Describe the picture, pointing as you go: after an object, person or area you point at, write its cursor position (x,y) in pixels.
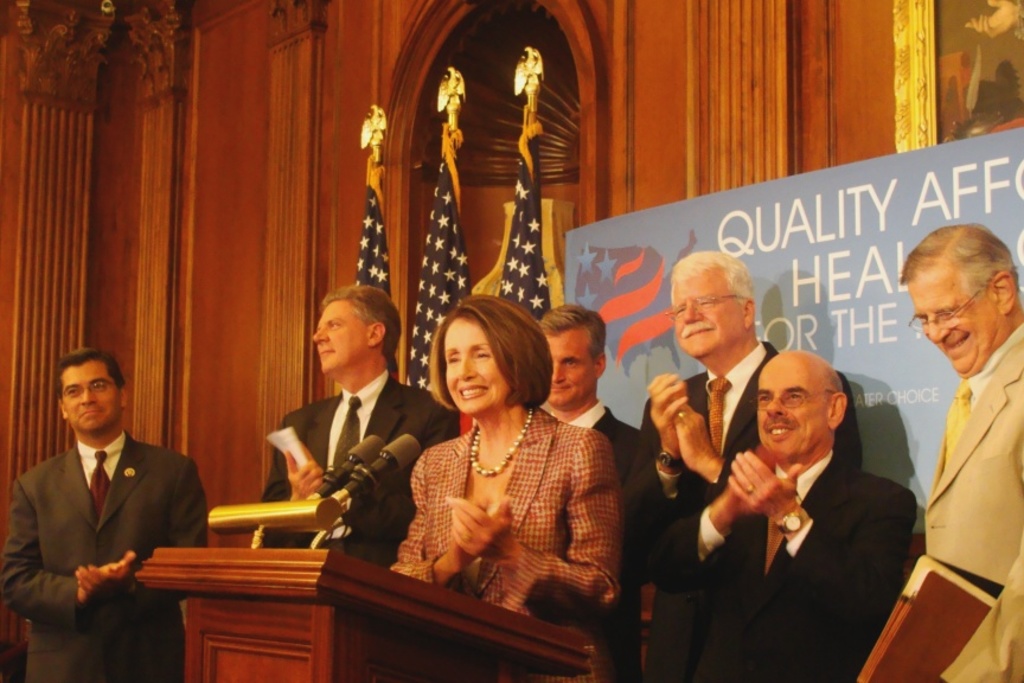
There is a woman (534,387), smiling, standing and clapping in front of a wooden table (195,568), on which, there are two mics (396,452), along with other persons (322,449) on a stage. In the background (519,185), there are three flags (372,177), near a blue color hoarding (909,215) and there is a photo frame (968,29) on the wall (827,43).
